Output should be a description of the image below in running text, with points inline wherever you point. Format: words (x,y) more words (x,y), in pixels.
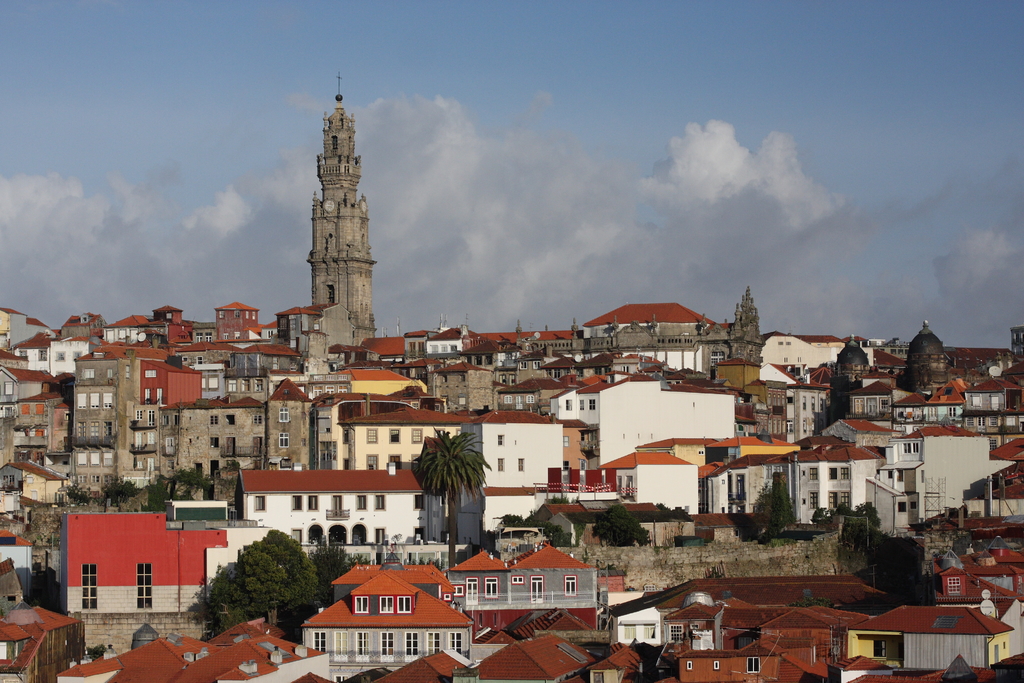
In this image there are buildings (306,531) in the middle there are tree (269,539), in the background (343,276) there is a church (344,216) and the sky (690,218).
